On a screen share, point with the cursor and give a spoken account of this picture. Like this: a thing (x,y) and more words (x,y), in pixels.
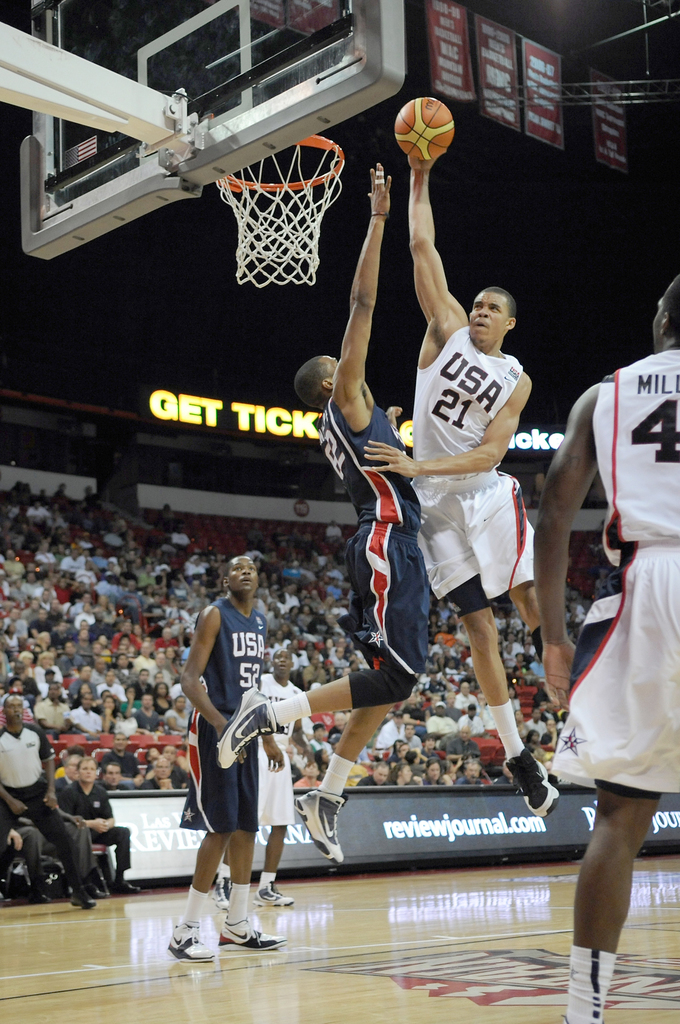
This picture describes about group of people (165,654), few are seated, few are standing, and few people (406,566) are playing game, in the middle of the image (427,571) we can see a man (483,351), he is holding a ball (412,106), in front of him we can see a net (318,198), in the background (477,35) we can find hoardings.
